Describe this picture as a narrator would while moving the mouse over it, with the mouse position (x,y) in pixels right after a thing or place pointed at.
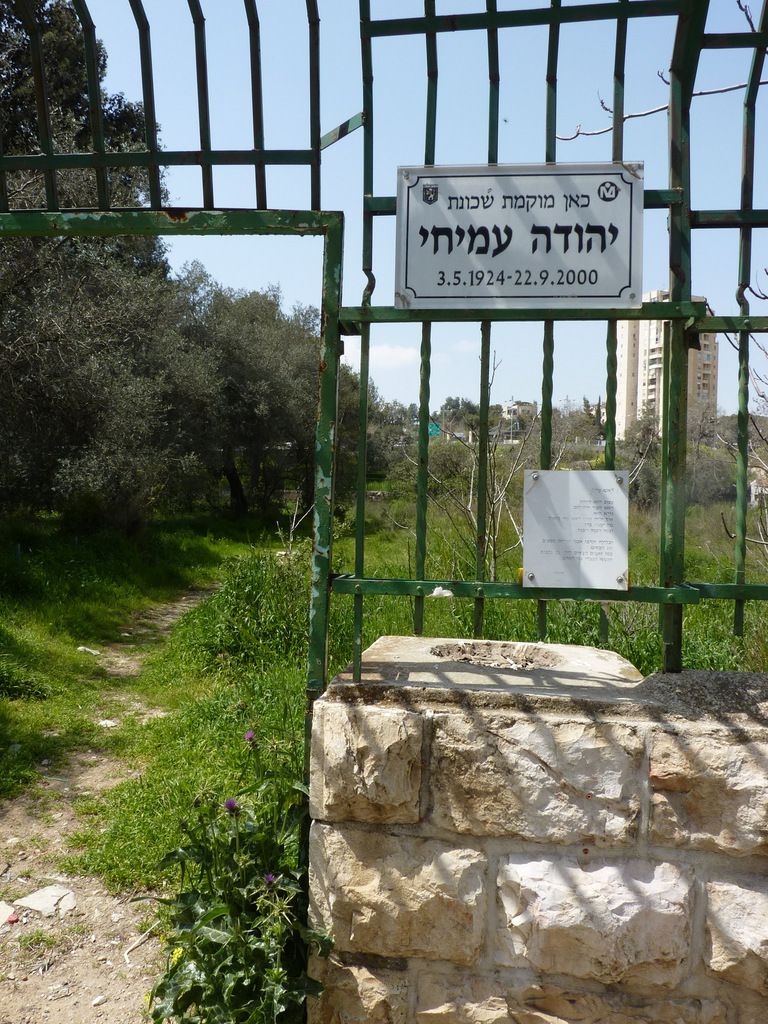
In this image there is a name plate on a metal railing (429,586) which is on a wall (477,787), behind it there are trees (244,473), plants (248,531) and buildings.
